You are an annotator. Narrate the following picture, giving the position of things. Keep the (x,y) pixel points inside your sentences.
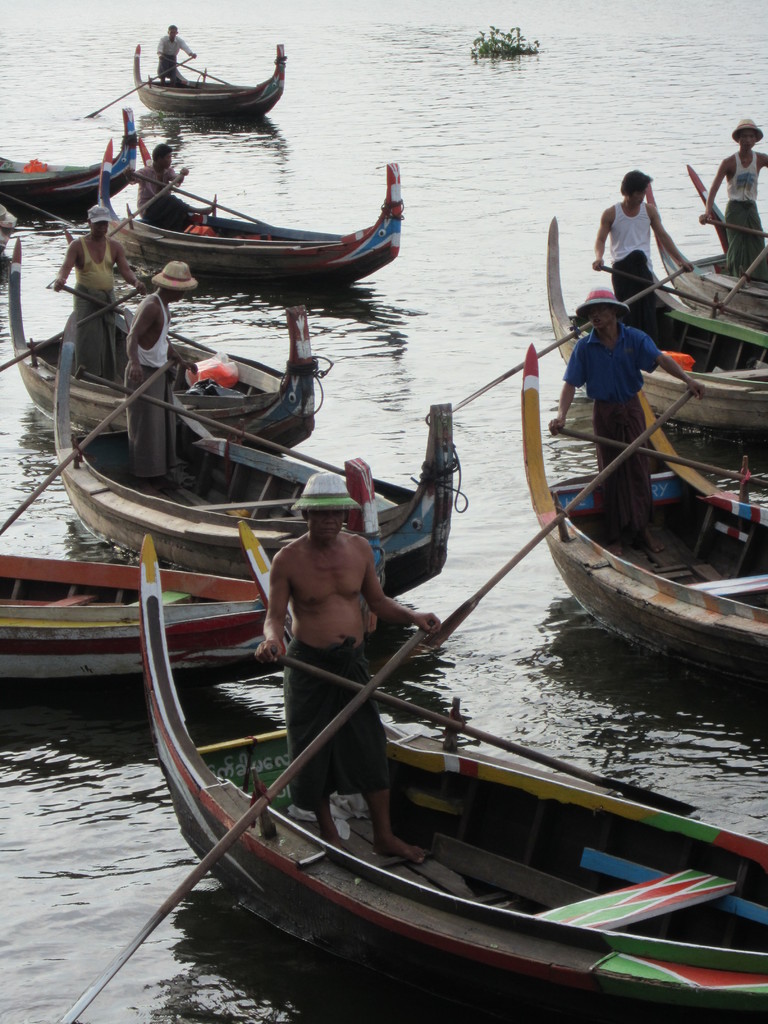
In this image there are a few people (1,246) standing in the individual boats (685,327), which are on the water (86,858).
